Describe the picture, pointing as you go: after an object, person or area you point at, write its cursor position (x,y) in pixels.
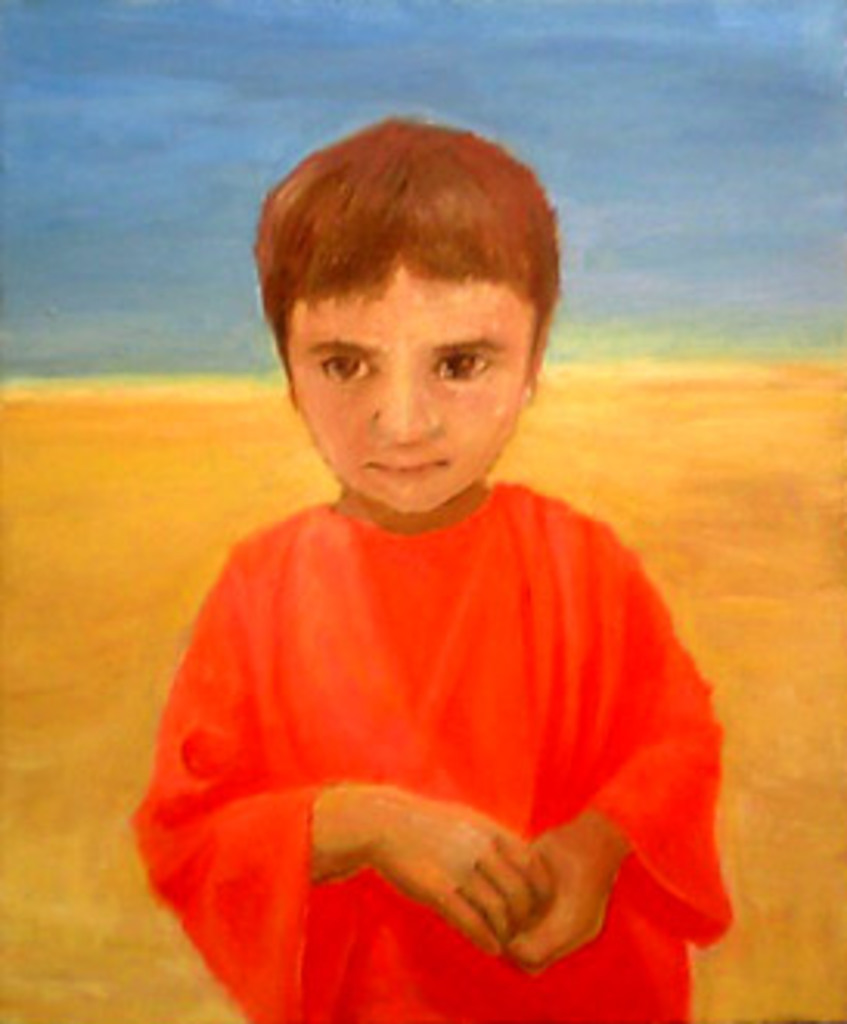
In this image I can see a painting (401,191), on the painting (443,442) I can see boy (478,482) wearing a red color dress (360,520) and in the background (162,175) I can see blue and yellow color.
